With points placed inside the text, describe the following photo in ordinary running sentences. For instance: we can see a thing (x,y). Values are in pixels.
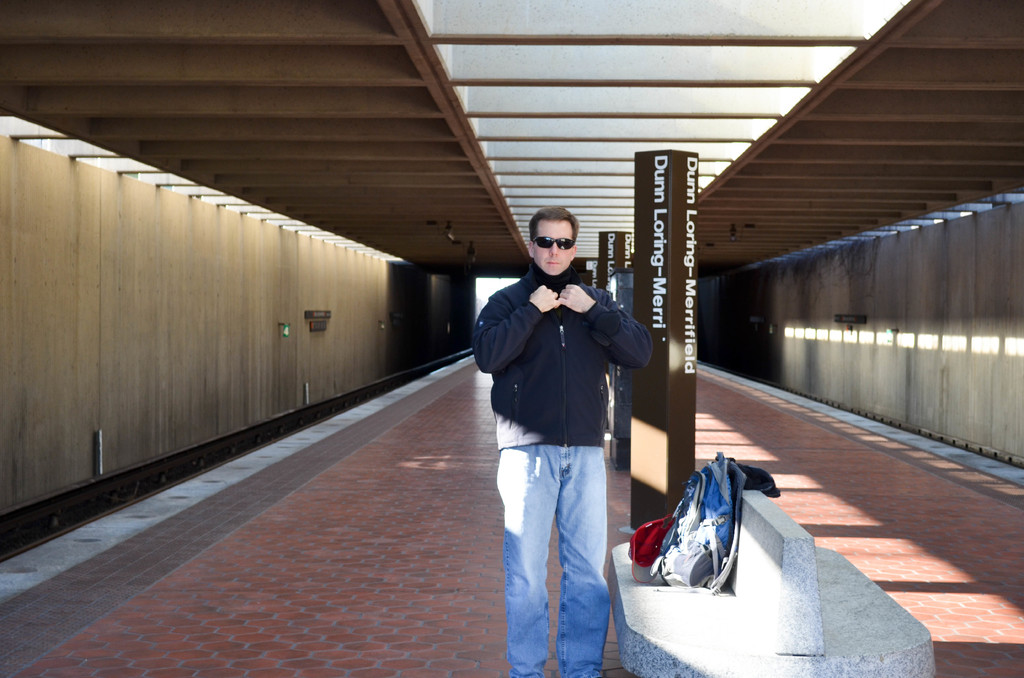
In this image we can see a person (603,349) standing and wearing a jacket (544,431), there are some pillars (642,294) with text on it, there is a bag (684,550) and clothes (656,542) on the bench (756,536), we can see some boards (324,322) with text (327,316) on the walls (338,323).
